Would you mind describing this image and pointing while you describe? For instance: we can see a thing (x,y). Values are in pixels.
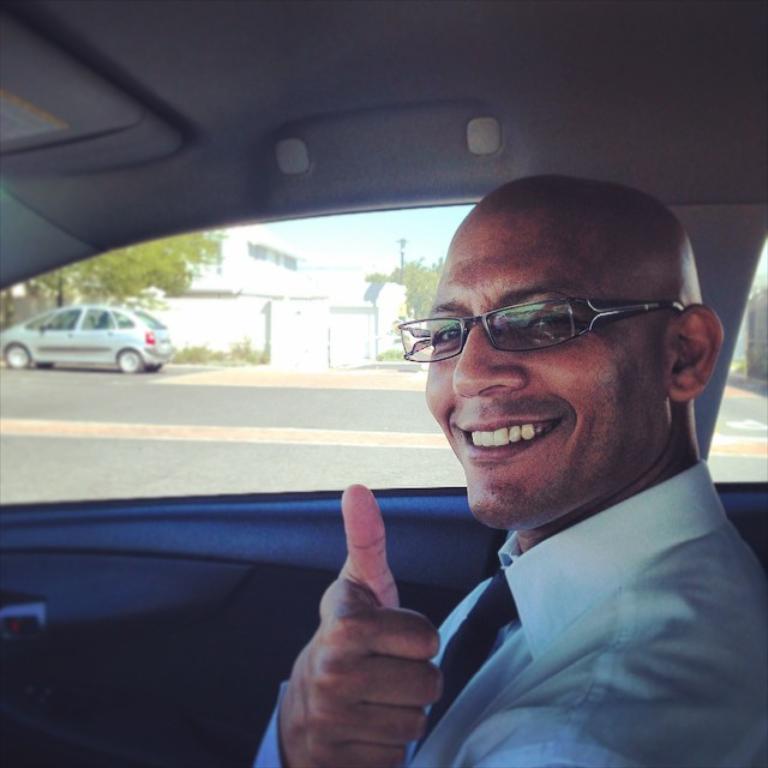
in this image i can see a person (576,395) smiling showing his thumb (377,558), sitting in a car (185,640). behind him there is another car (93,326), a tree (161,255) and a building (319,283).
